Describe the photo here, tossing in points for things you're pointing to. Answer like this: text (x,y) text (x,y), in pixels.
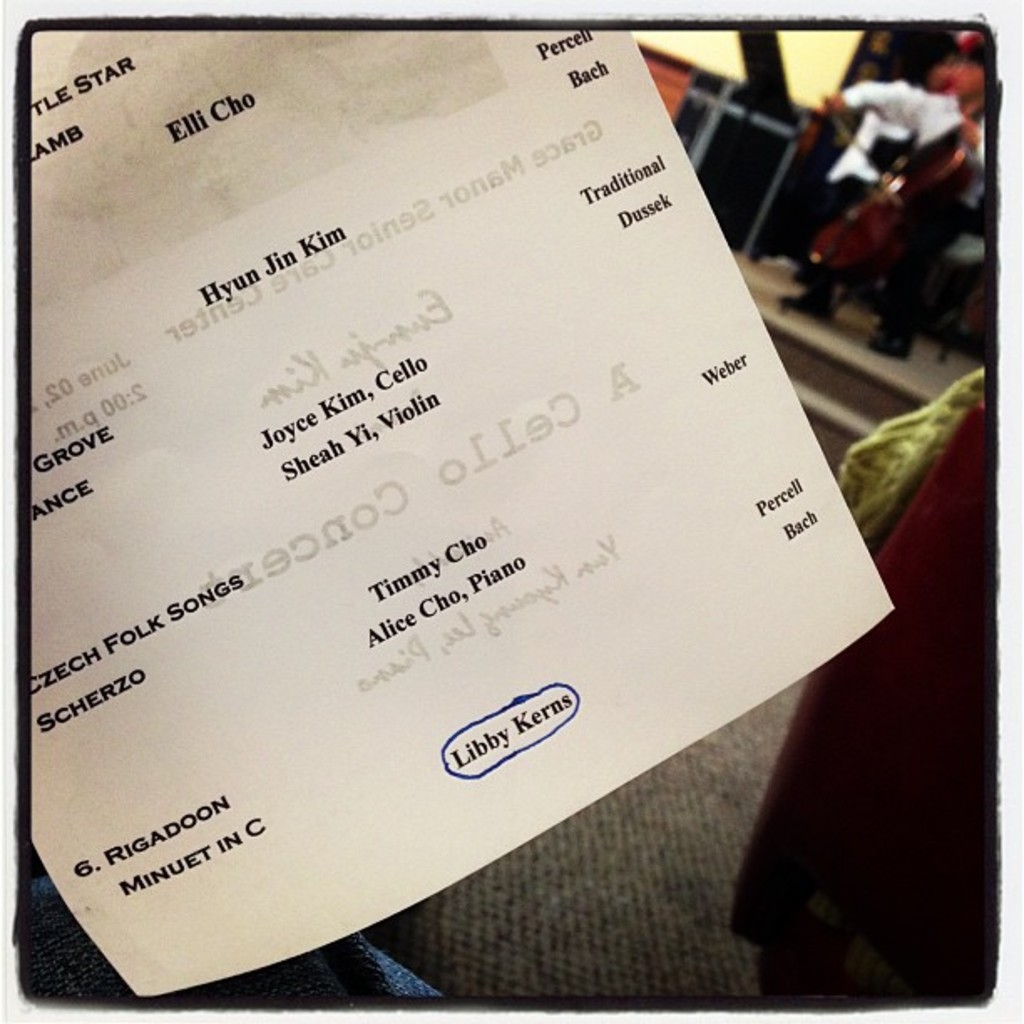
This is a image of the paper (558,618) with some note (558,618), behind that there is a couch (886,820) and person (933,62) playing musical instrument (903,156) on the stage (957,355).
